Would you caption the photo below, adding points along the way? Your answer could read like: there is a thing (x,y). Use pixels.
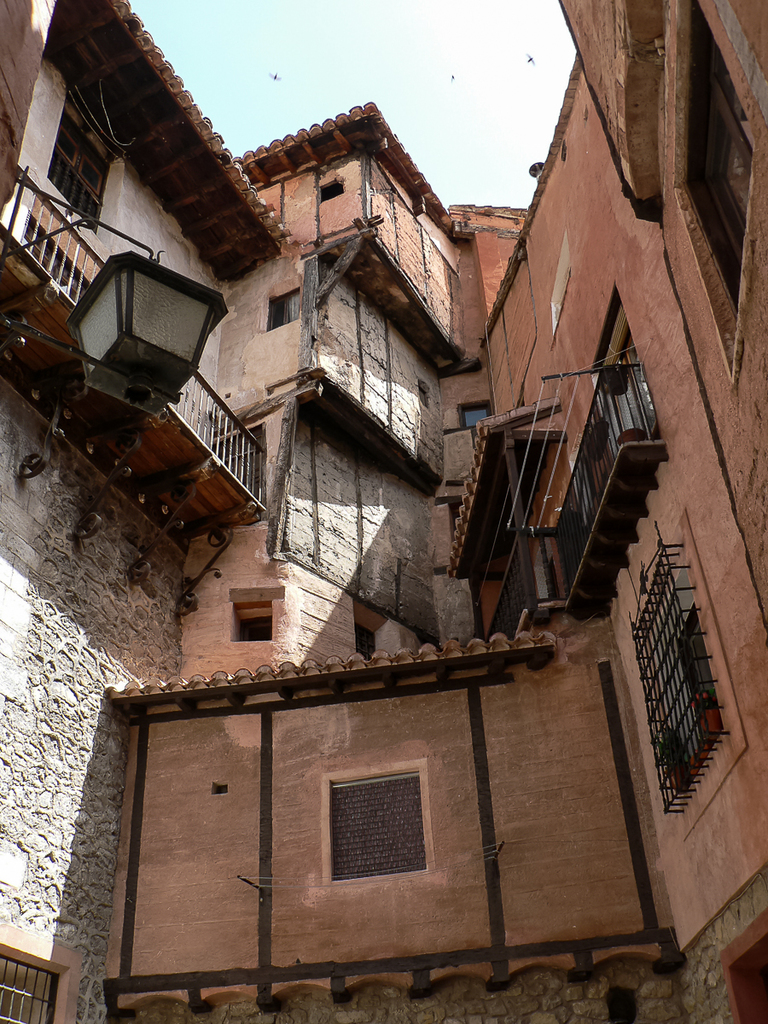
In this image we can see a building (307,643), there are grilles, light (182,336) on the left side (141,355) and the sky (193,13) in the background (453,74).
